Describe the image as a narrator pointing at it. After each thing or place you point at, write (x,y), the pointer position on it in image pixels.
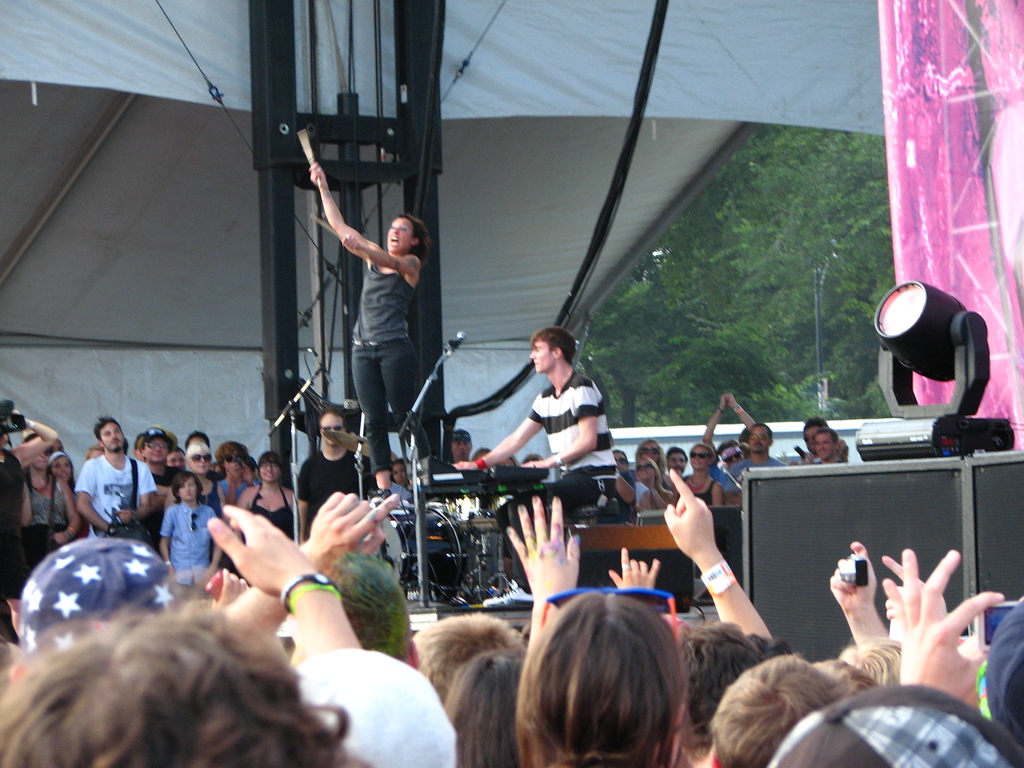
There is a crowd (464,708) at the bottom of this image (568,674) and there is a tent (596,152) as we can see at the top of this image (533,163). There are some trees (753,317) on the right side of this image (804,319) and there is a light (898,322) on the right side (964,344) to these trees (827,309).
